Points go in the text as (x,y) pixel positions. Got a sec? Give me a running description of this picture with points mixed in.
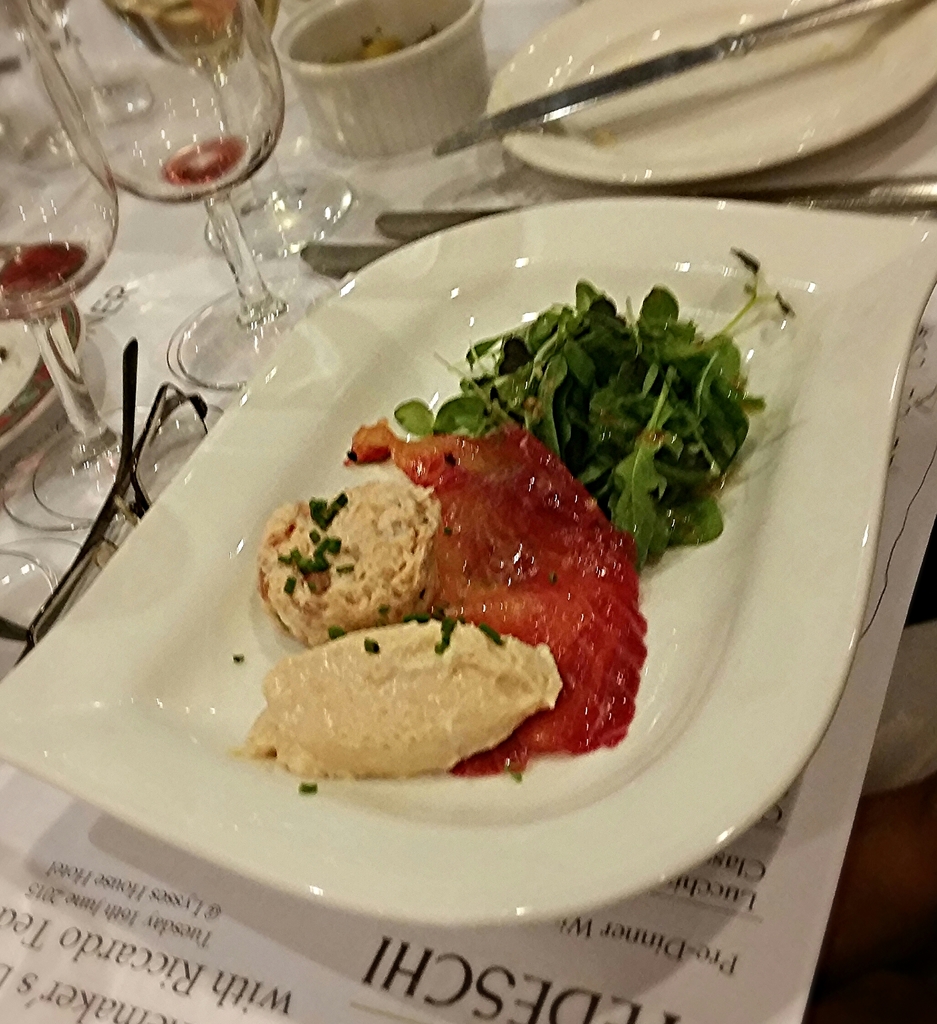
In this image there is a table (100,325). On the table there are glasses (225,110), bowls (443,17), plates (676,47), cutlery (390,220) and a spectacles (99,556). There is food (471,521) on the plate (714,741). Below the plate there is a paper (337,958). There is text (188,989) on the paper (190,955).
